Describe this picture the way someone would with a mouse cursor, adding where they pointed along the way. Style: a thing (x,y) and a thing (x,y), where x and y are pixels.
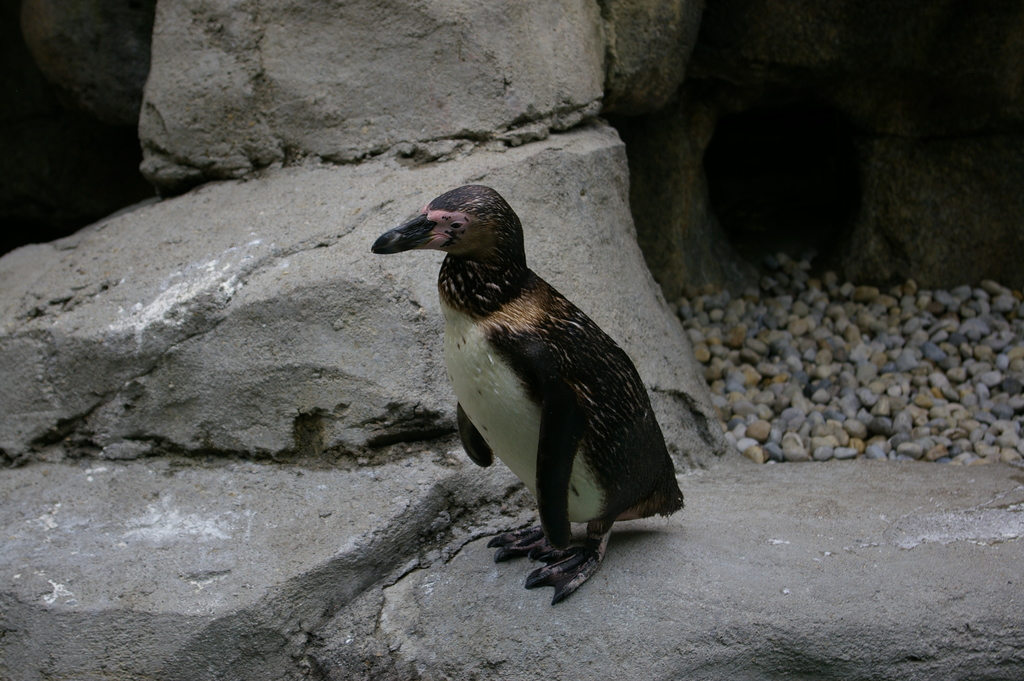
In the middle of the image (459,336) there is a bird (495,246) on the rock (304,608). On the right side (864,334) there are some stones (846,353).
